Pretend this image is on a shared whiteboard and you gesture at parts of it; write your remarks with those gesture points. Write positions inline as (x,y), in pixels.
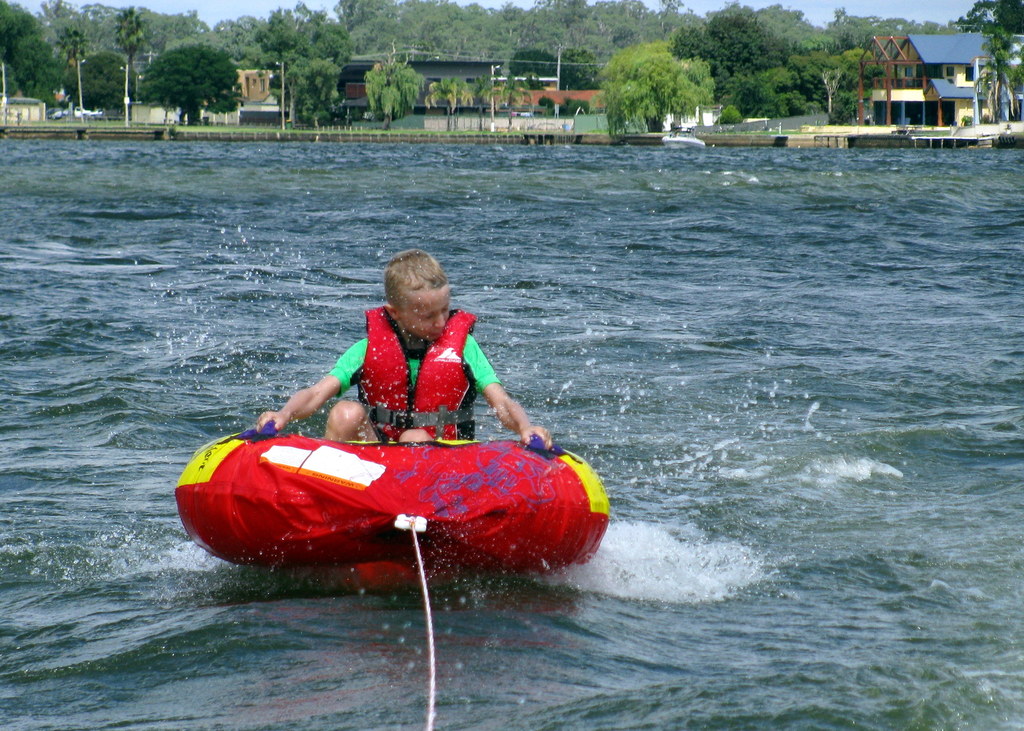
In the foreground of the image (620,617) we can see a boy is doing boating in the water body (835,563). In the middle of the image (654,245) we can see water body (612,183), trees (118,105) and street lights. On the top of the image (970,55) we can see building (937,56), trees (854,52) and the sky (248,10).
